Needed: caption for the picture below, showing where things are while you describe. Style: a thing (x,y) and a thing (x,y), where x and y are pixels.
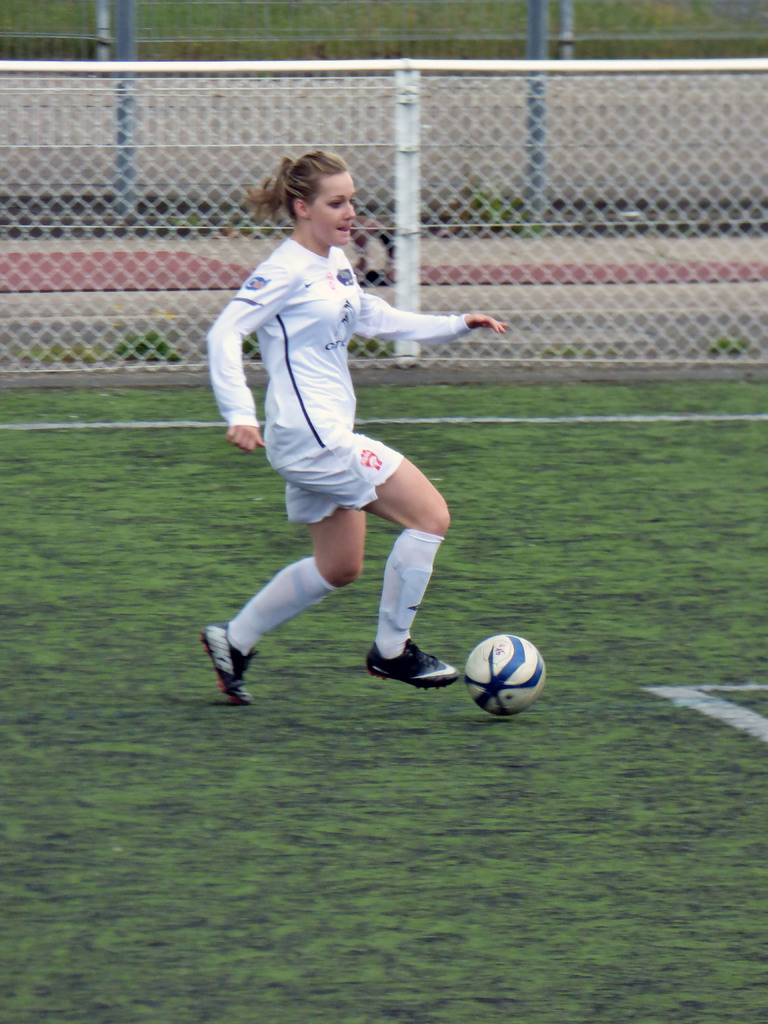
A woman football player (305,437) is kicking the ball (503,656) in a match.
